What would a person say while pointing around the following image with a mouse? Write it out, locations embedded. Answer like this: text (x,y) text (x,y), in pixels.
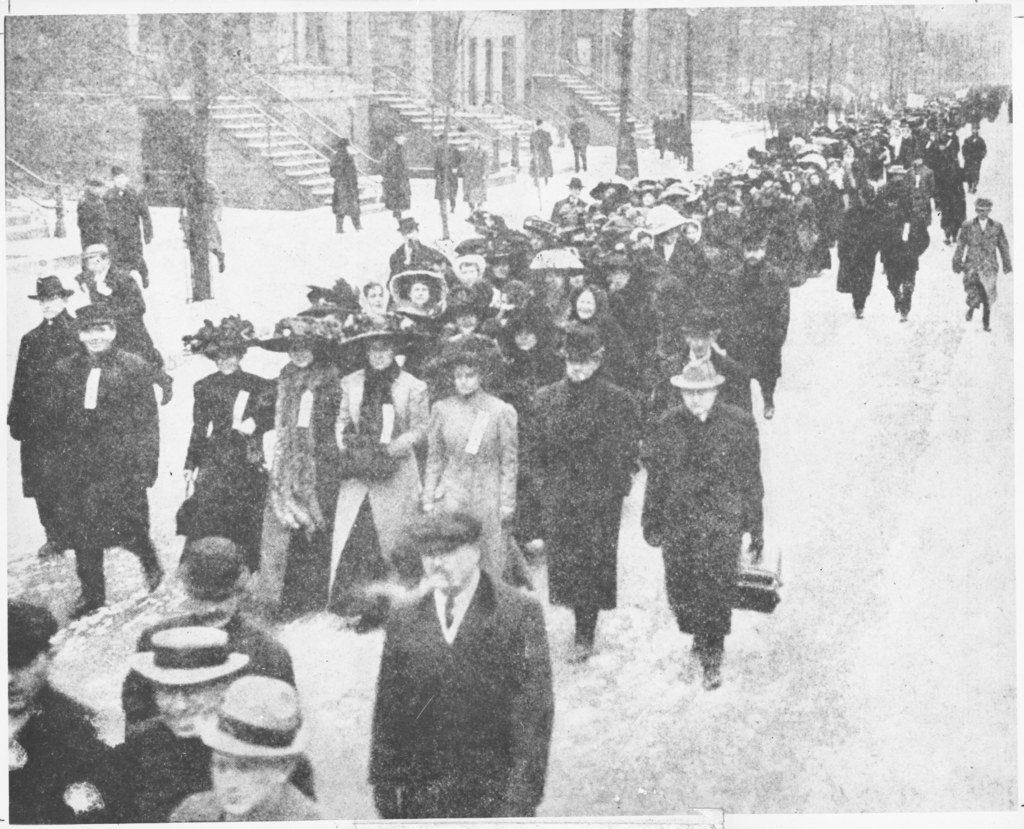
In this picture there are group of people (372,304) walking on the road (323,703). On the left side of the image (207,106) there are buildings (288,91) and there are trees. There are handrails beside the stair cases (302,129).
